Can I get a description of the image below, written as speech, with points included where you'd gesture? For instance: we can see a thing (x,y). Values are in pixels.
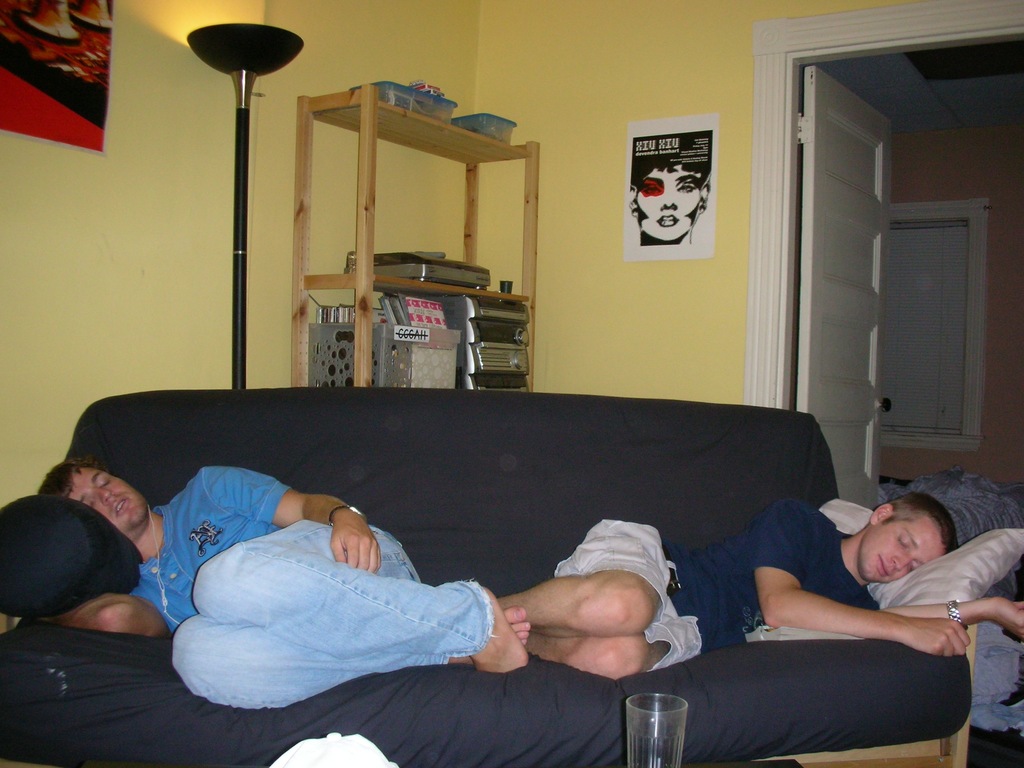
In the image we can see two men (387,644) wearing clothes (388,649) and they are lying on the sofa (625,490). Here we can see a sofa (552,474) and a glass (673,738). Behind the sofa (536,531) we can see a wooden shelf (362,253) and a light lamp (245,77), on the shelf (366,333), we can see there are many other objects (443,352). Here we can see posters (662,255) stick to the wall (602,260) and a door (825,352).
